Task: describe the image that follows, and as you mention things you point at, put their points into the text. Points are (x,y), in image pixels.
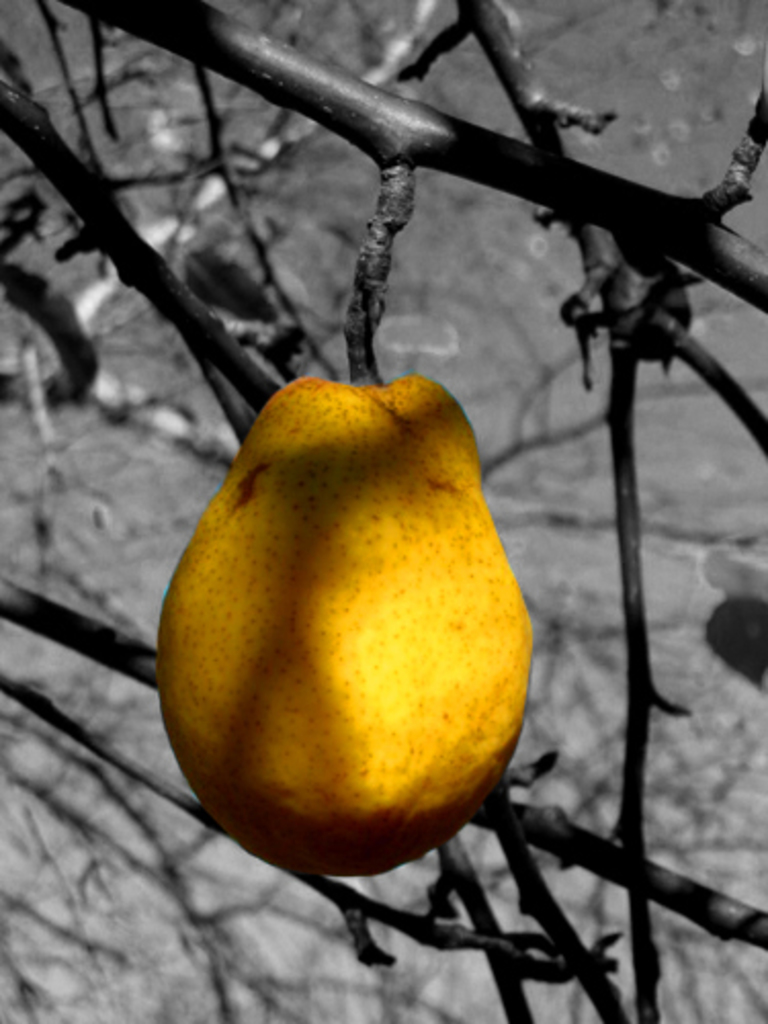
In this image we can see a yellow colored fruit (305,594) is hung to the branch (404,133) of a tree (390,209), and the background (324,218) is black and white in color.
